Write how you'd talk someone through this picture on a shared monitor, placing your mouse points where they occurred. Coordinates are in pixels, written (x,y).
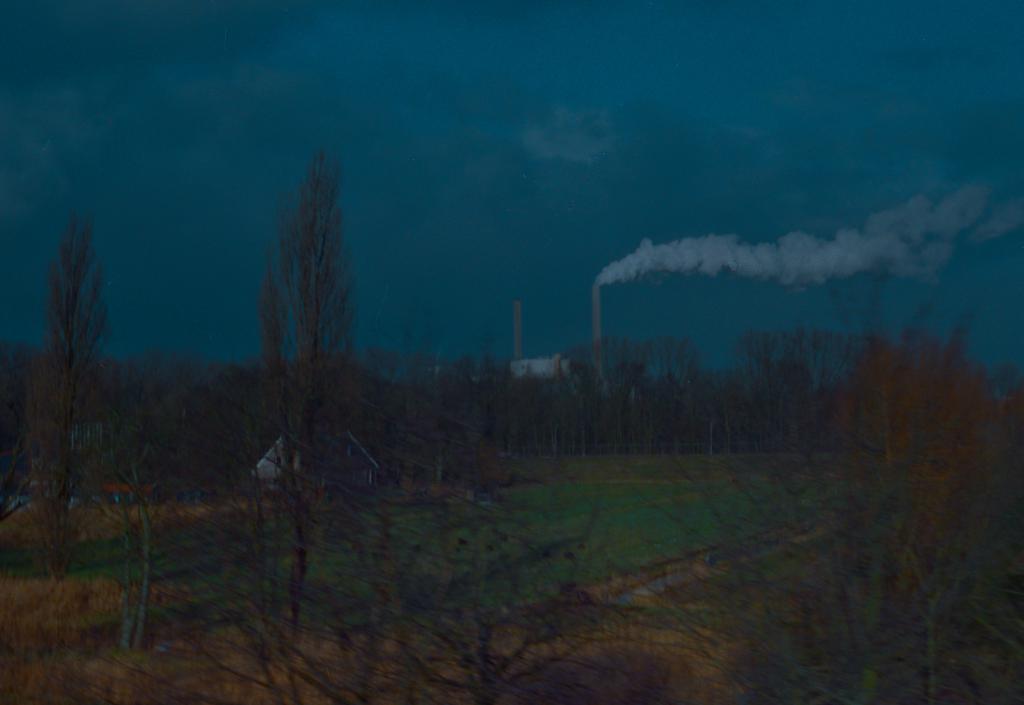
This image is taken outdoors. At the top of the image (388,151) there is the sky (618,210) with clouds (732,144). In the background (186,443) there are many trees (889,406) and plants (490,422) on the ground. There is a factory (538,361) and there is a chimney (597,357). There is smoke (752,253). There are a few houses (279,463). In the middle of the image (681,464) there is a ground (734,523) with grass (688,543) on it and there are many trees (143,616) and plants (827,579).
